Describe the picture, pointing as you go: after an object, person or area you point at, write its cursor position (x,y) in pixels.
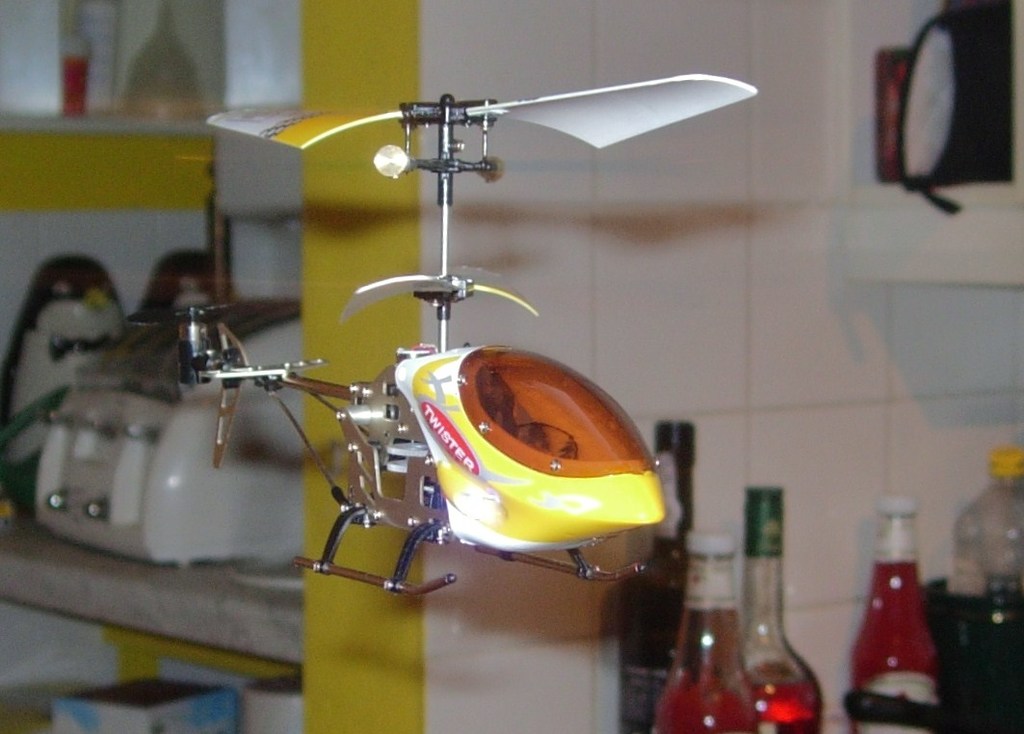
In this picture there is a toy helicopter (446,224) in the center of the image (607,469) and there are bottles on the right side of the image (699,674).
